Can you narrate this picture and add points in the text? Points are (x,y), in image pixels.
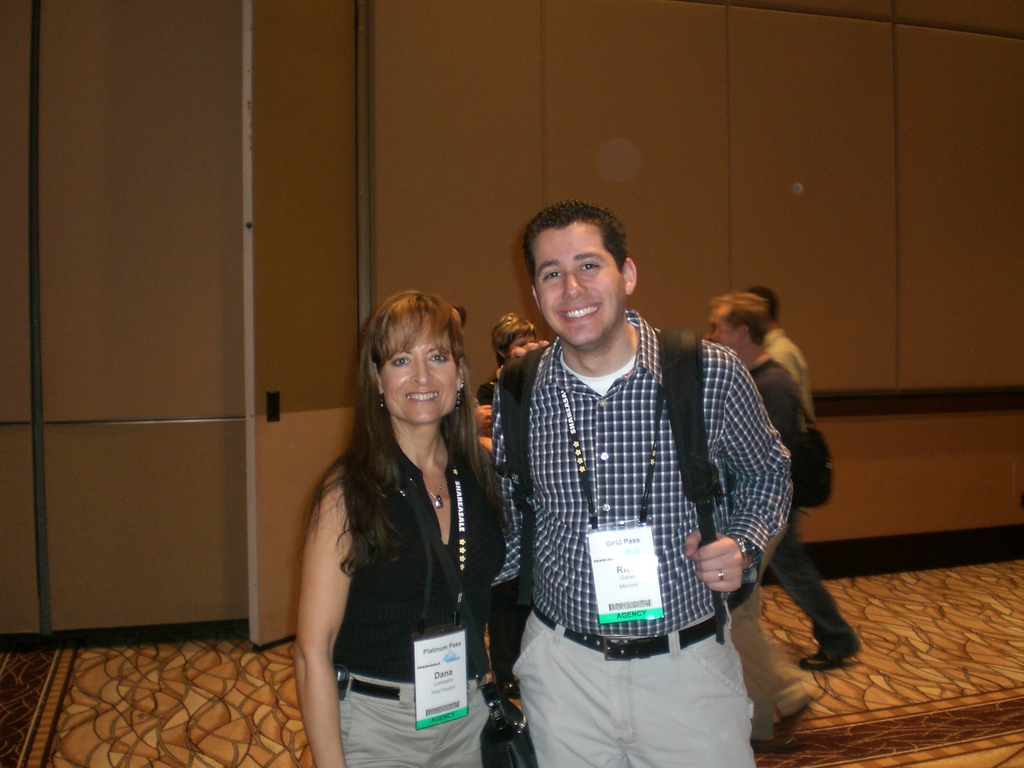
In the center of the image (371,490) we can see man (575,726) and woman (382,626) standing on the floor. In the background (34,435) we can see persons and wall (511,166).
